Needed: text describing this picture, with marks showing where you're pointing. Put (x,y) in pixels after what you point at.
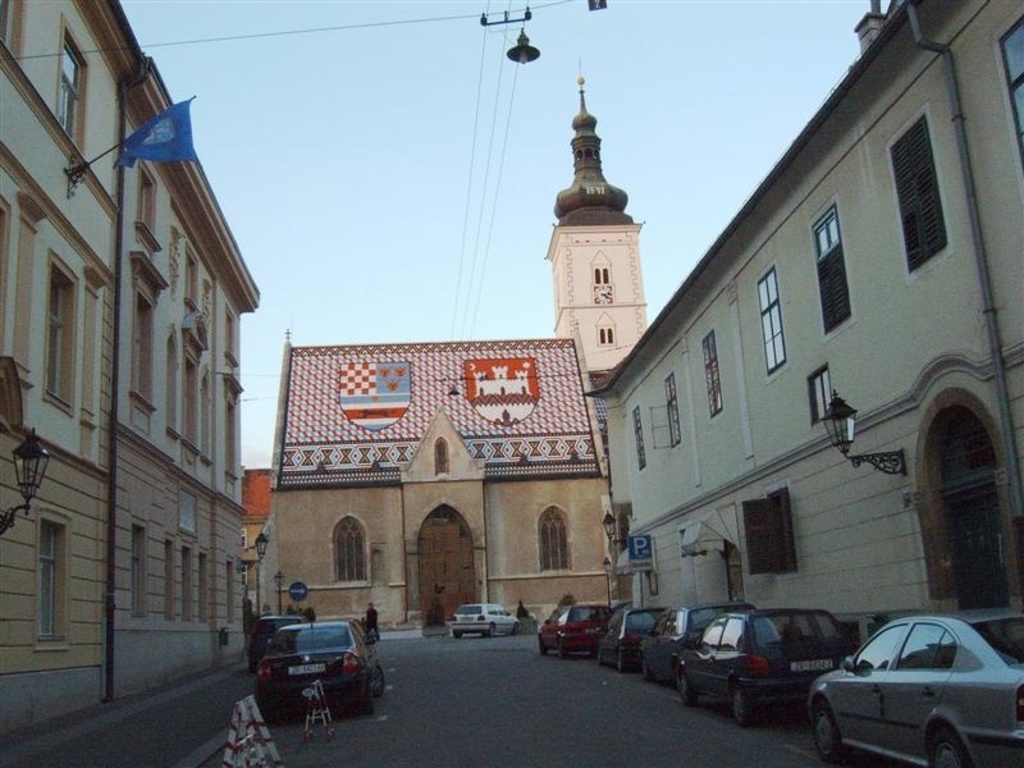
In this image I can see road (471,710) and on it I can see number of cars (1001,761). I can also see buildings (480,564), wires (496,130), lights (511,53), few sign boards (643,549), a blue colour flag (190,132) and in background (398,109) I can see the sky (392,160).
